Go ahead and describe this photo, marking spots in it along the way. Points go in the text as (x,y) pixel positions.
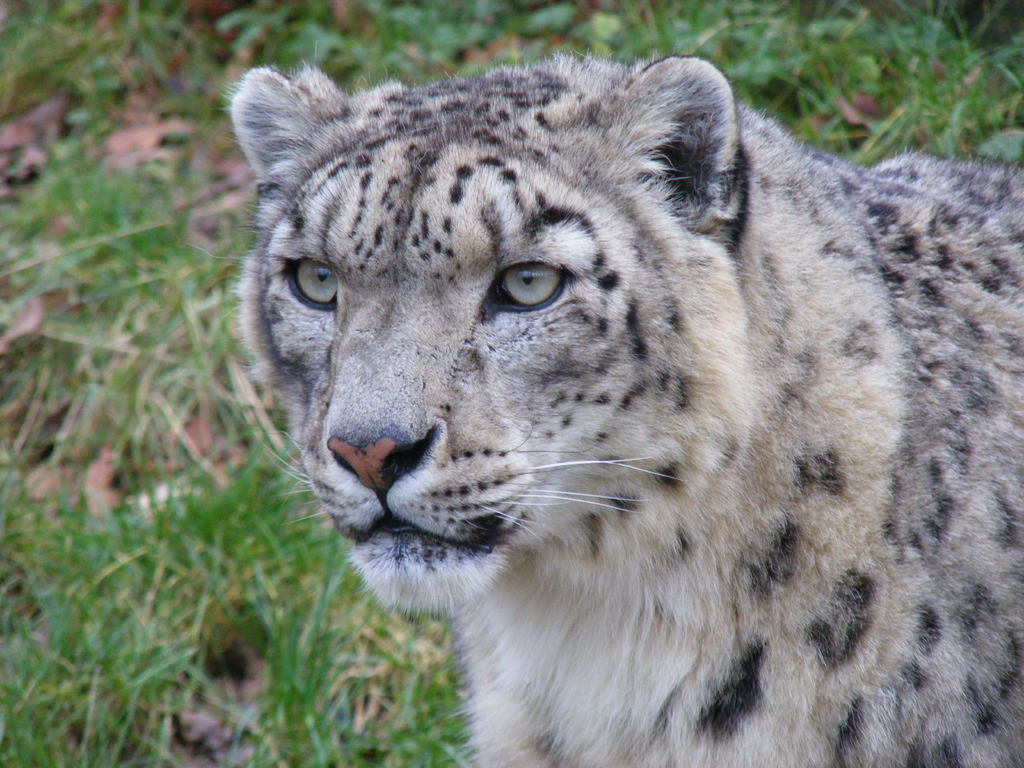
In this image we can see a snow leopard (556,235).
